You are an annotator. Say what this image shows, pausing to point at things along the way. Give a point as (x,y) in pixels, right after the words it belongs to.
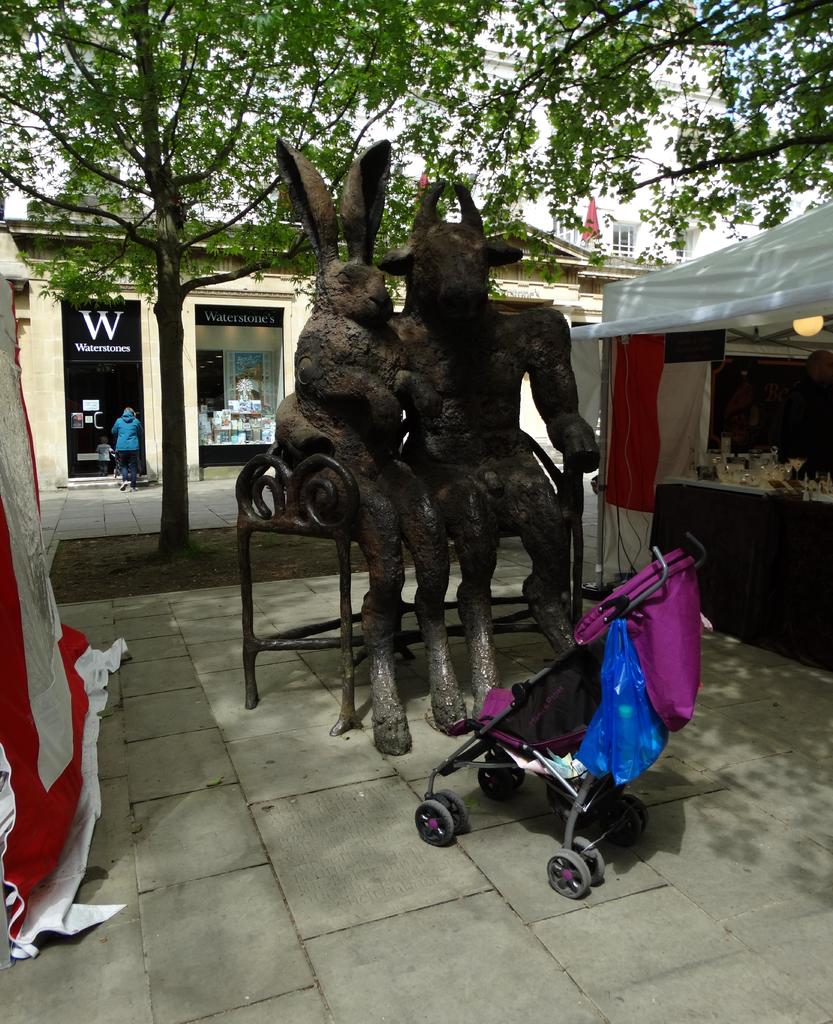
This image consists of two sculptures (543,524). At the bottom (558,744), there is a trolley (540,743) on the ground (282,818). On the left (42,763), there is a cloth (43,920) in red and white color. On the right (717,428), there is a tent (689,379). In the background (200,431), there is a building (249,382) along with a tree (158,169).
